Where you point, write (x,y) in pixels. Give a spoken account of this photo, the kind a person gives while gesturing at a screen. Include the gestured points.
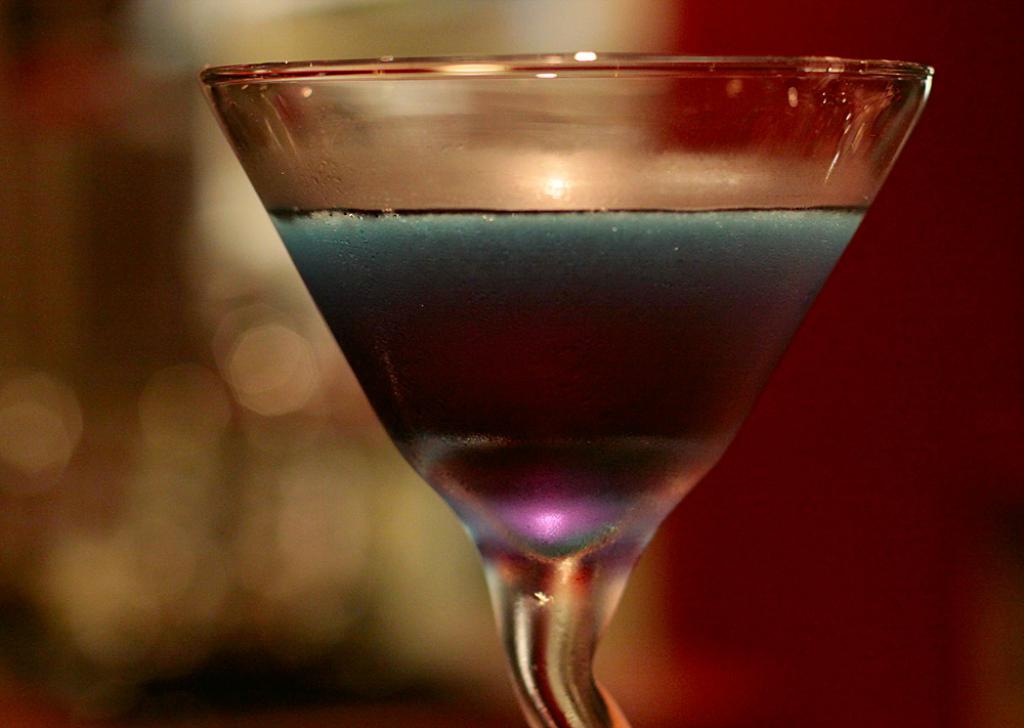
As we can see in the image in the front (541,393) there is a glass (524,318) and the background (88,77) is blurred.
